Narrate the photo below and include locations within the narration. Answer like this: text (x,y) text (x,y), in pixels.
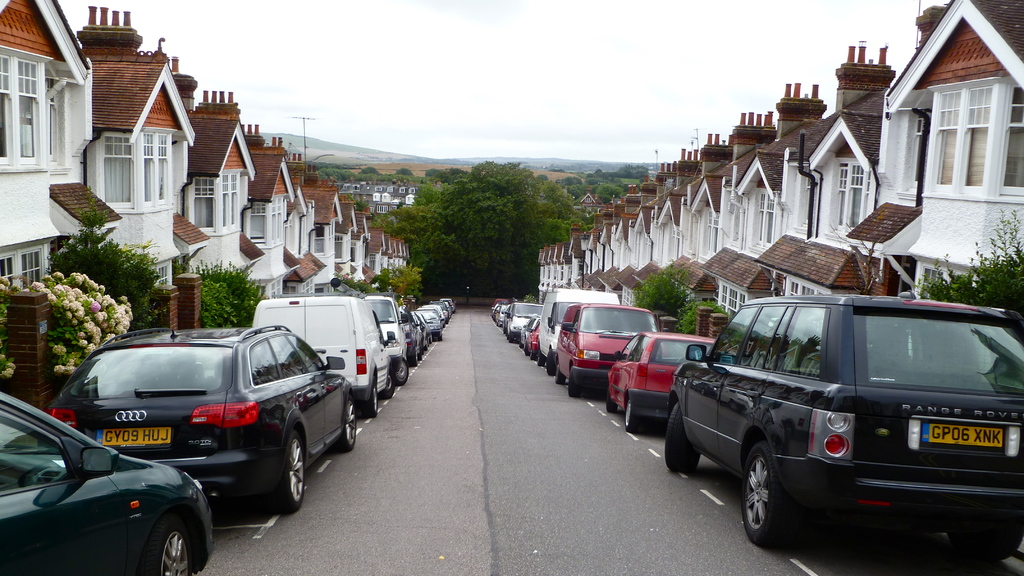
These are the cars (353,393) and vans (559,322), which are parked beside the road (713,490). I can see the houses (69,139) with windows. These are the trees (457,221). I can see a plant (99,335) with flowers (63,303). This is the road (449,385).
